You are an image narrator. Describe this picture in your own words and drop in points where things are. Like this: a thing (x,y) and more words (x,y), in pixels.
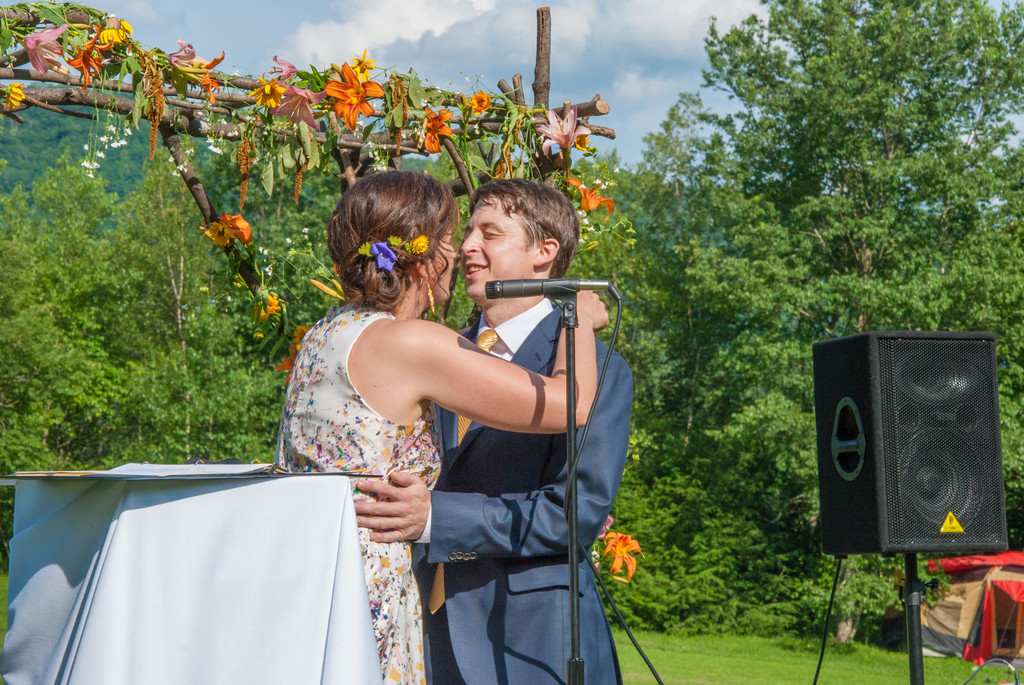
In this image we can see a man (562,468) and woman (596,304) standing, a microphone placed on a stand (576,673). On the right side of the image (976,596) we can see speaker (922,529) on a pole (919,681), tent (976,596) and the grass (791,645). On the left side of the image (242,473) we can see the papers (188,474) on the surface (252,488). In the background (376,130), we can see some flowers (430,130) and leaves (500,130) on wooden poles (570,107), group of trees (722,336) and the sky (556,39).
